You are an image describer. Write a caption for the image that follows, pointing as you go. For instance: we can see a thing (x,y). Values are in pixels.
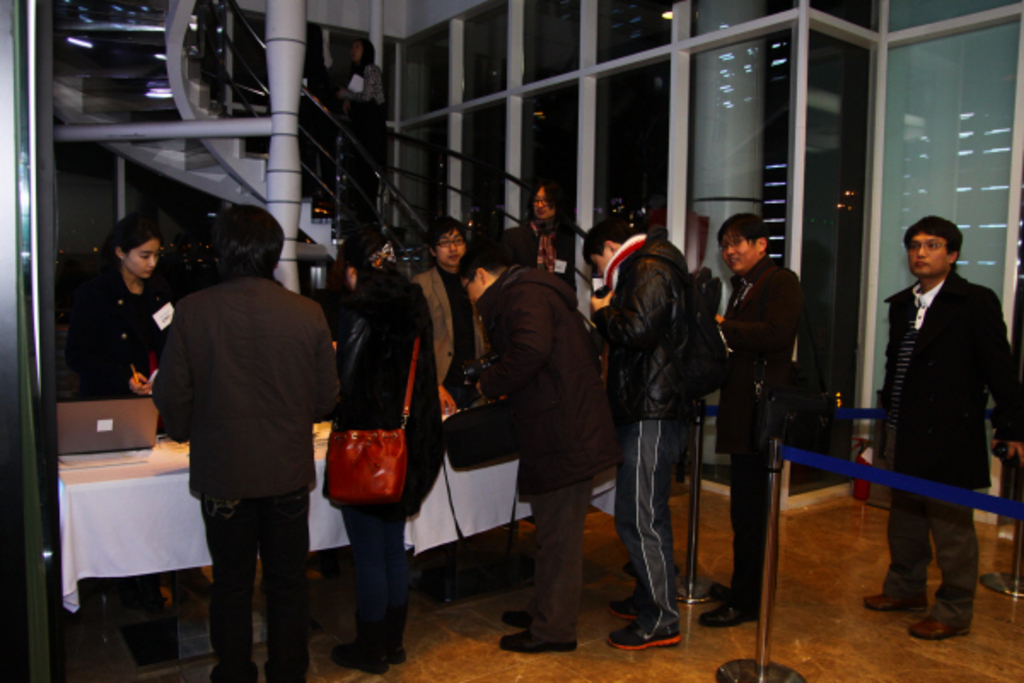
This image consists of few persons (948,273) standing in a line. In the front (137,494), we can see a table (137,494) covered with a white cloth (126,501). On which there is a laptop (130,436). In the background (400,173), we can see the stairs (194,117) and a woman (371,131) climbing the steps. On the right (735,676), we can see metal rods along with the ribbons (853,464). At the bottom (713,494), there is a floor (835,560).
